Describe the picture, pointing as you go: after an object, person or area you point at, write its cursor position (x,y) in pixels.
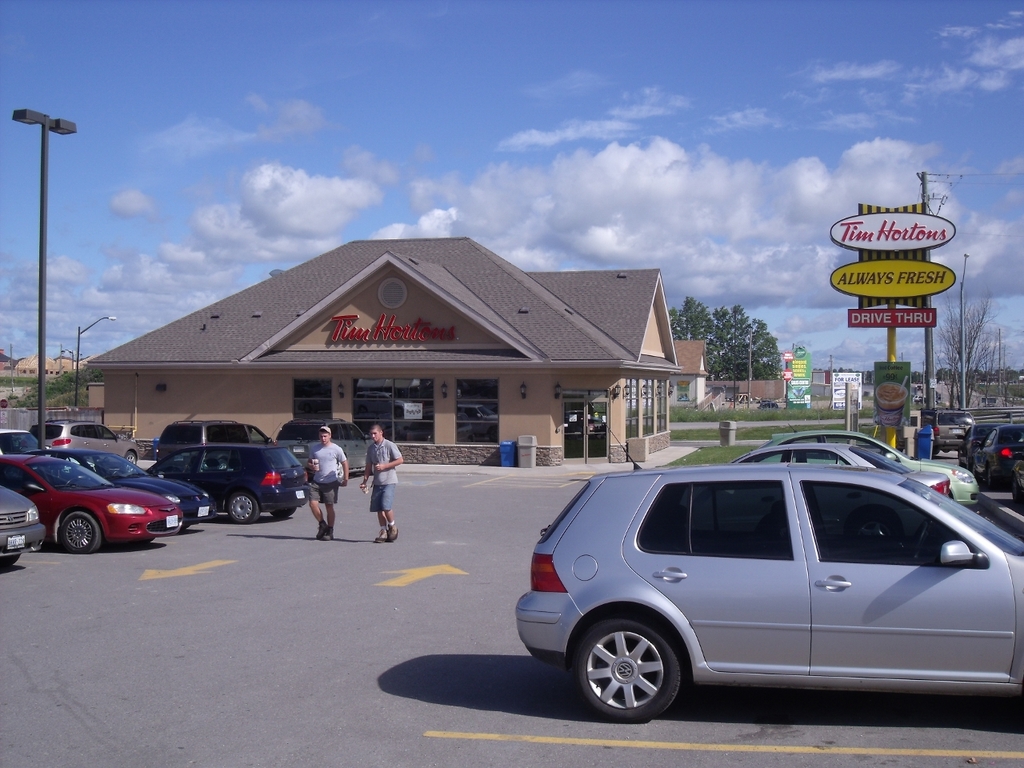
There are two men (336,491) walking. These are the cars (196,457), which are parked. I can see the name boards (889,276) attached to a pole (893,435). This looks like a restaurant (518,385) with the glass doors (601,424). I think these are the dustbins (513,456). I can see a name board (423,328) attached to a building (419,317). This is a roof (560,340). I can see the trees (761,350) and boards (801,382). This looks like a street light (41,401). These are the clouds (331,179) in the sky (709,154).
